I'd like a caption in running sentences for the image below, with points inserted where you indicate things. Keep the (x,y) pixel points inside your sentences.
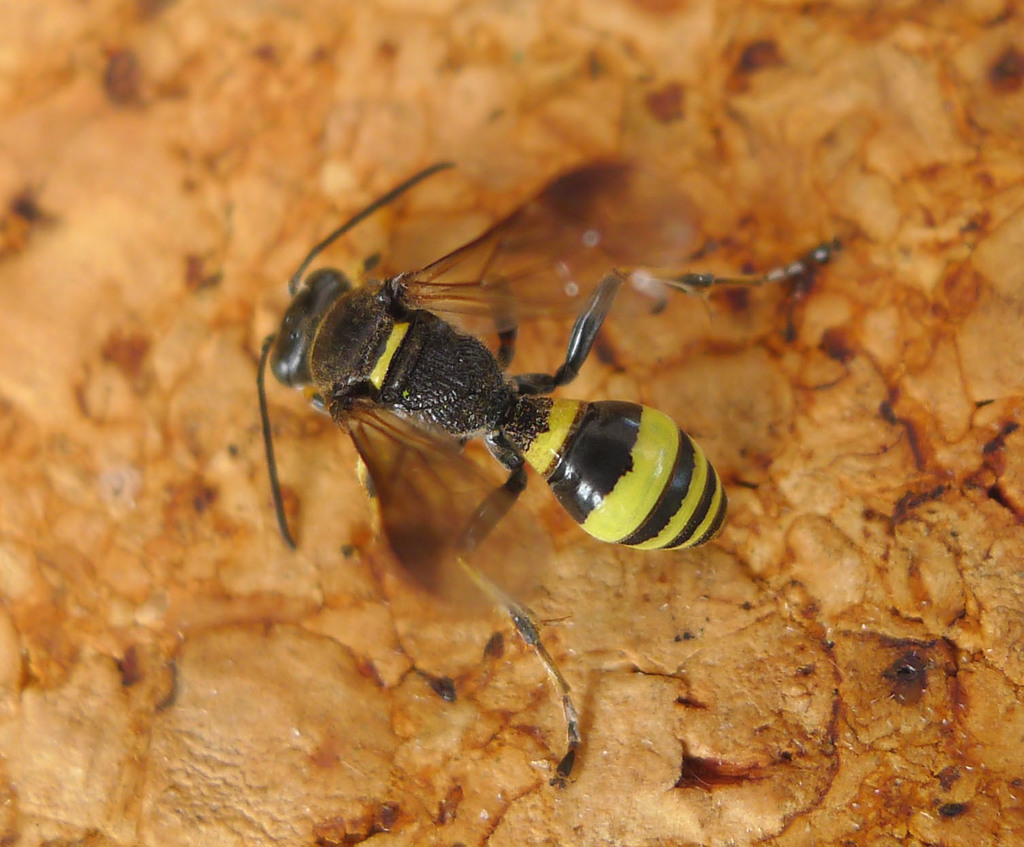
In the image there is an insect (438,477) laying on a cream color surface (426,128), the insect (437,471) is of black and yellow color.
